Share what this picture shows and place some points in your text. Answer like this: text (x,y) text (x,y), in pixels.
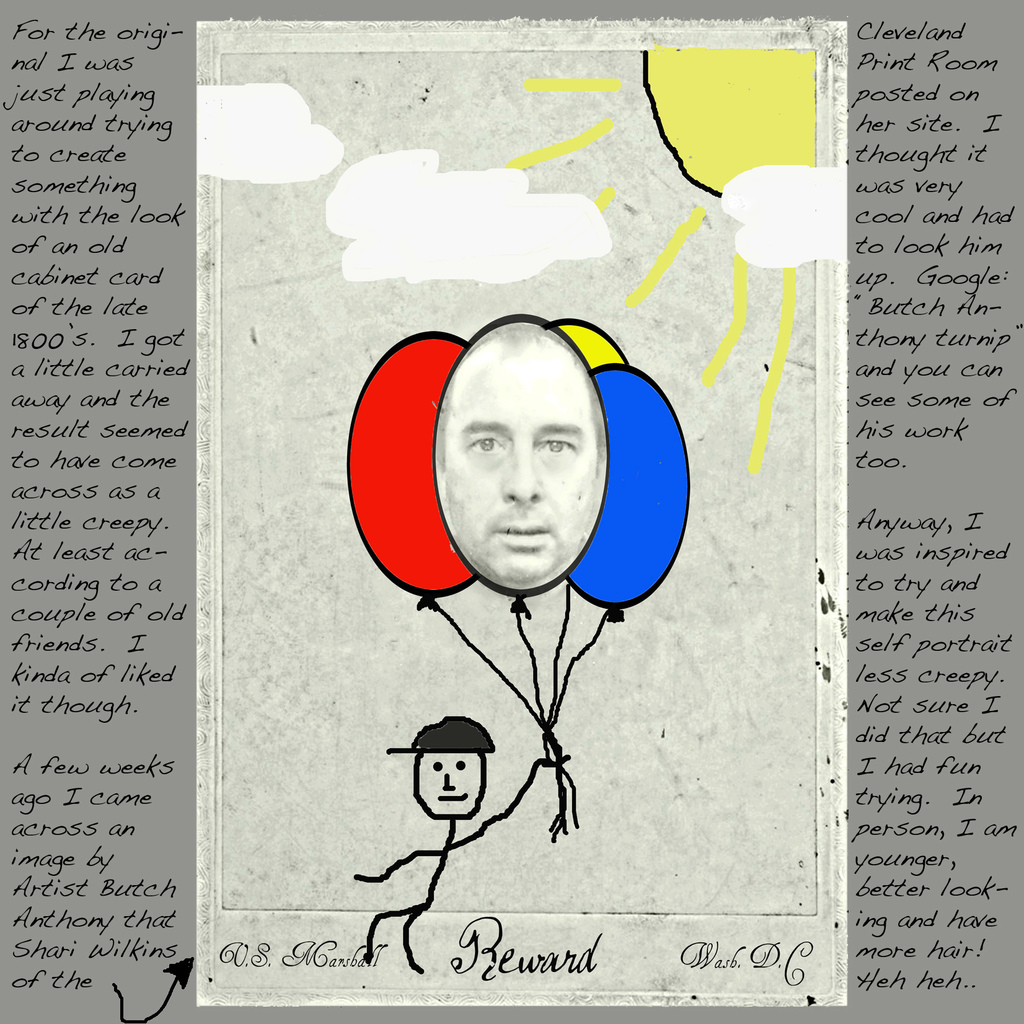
This is a poster. At the bottom of the image (433,777) we can see a sketch (446,776) of a person (450,854) and holding the balloons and also we can see a face (525,498) of person (509,495) on balloon (508,403). At the top of the image (556,148) we can see the sun (726,79), clouds (452,178). In the background of the image (928,76) we can see the text (894,949).
